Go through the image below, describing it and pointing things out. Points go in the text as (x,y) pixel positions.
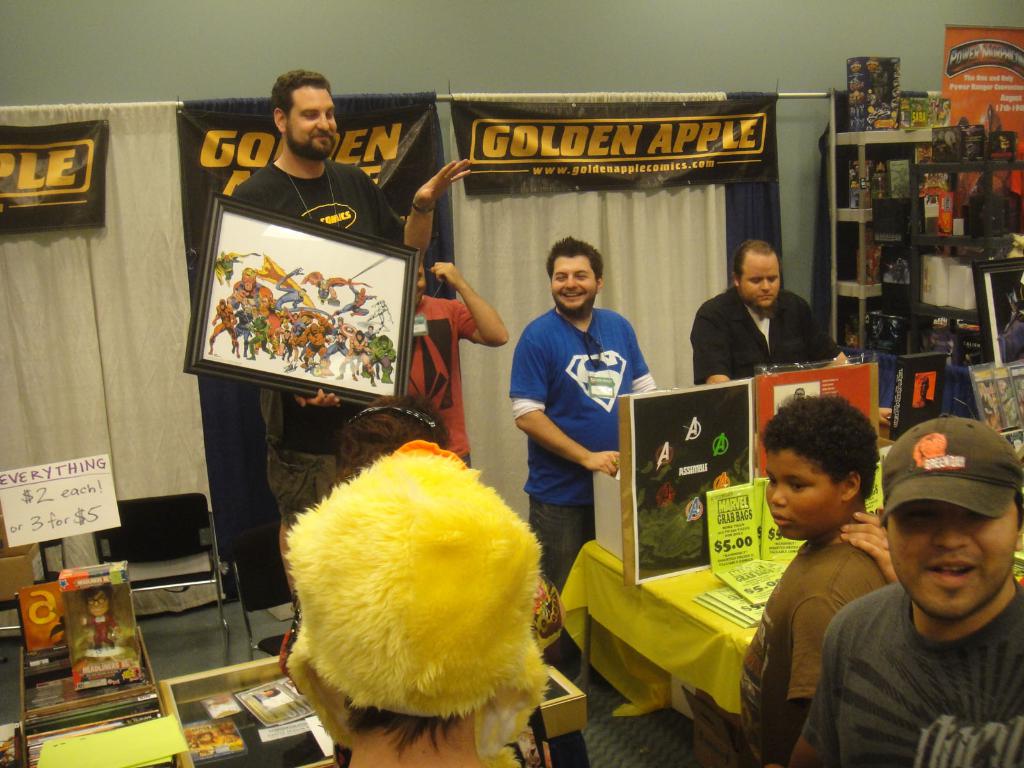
In the image there is a man (326,148) in black t-shirt (325,188) holding a painting (324,322), on right side of him there are few other man (643,358) standing, this seems to be clicked in a store (119,15), in the back (112,27) there is a wall (449,15) with curtains (167,259), in the front (687,630) there are tables (693,605) with some things (697,548) and accessories (139,728) on it, on the right side (862,161) corner there is rack (917,253) with many things (877,90) over it.
